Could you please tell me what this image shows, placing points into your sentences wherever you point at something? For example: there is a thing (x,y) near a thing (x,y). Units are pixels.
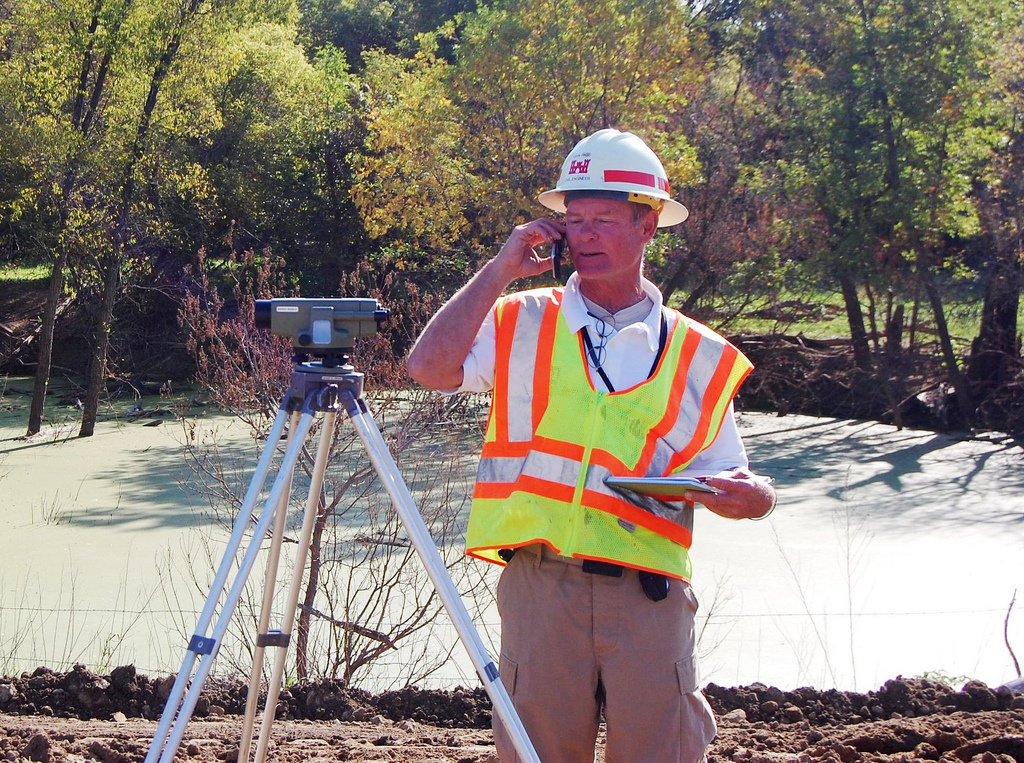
In this image a man (600,216) wearing helmet (610,188) and safety jacket (578,455) is standing. He is holding a phone (554,257), a book (680,477). Here there is a camera (321,323) on a stand (255,668). In the background (369,544) there are trees (570,113), plants (309,594). This is a water body (319,605).
